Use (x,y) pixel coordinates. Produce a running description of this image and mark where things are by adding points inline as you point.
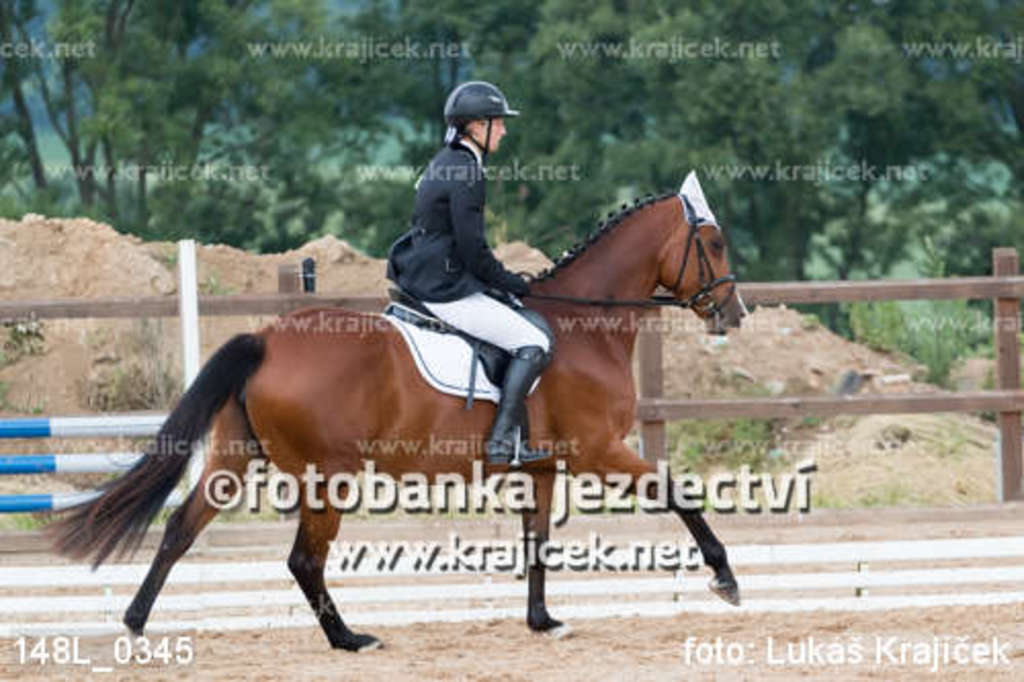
In this picture we can see some text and a horse (302,336) running on the ground (610,617) and on this horse (327,439) we can see a person (482,132) wore a helmet (497,87) and sitting and in the background (821,404) we can see trees (527,99), fence (663,417), soil (690,366), plants (154,357).
